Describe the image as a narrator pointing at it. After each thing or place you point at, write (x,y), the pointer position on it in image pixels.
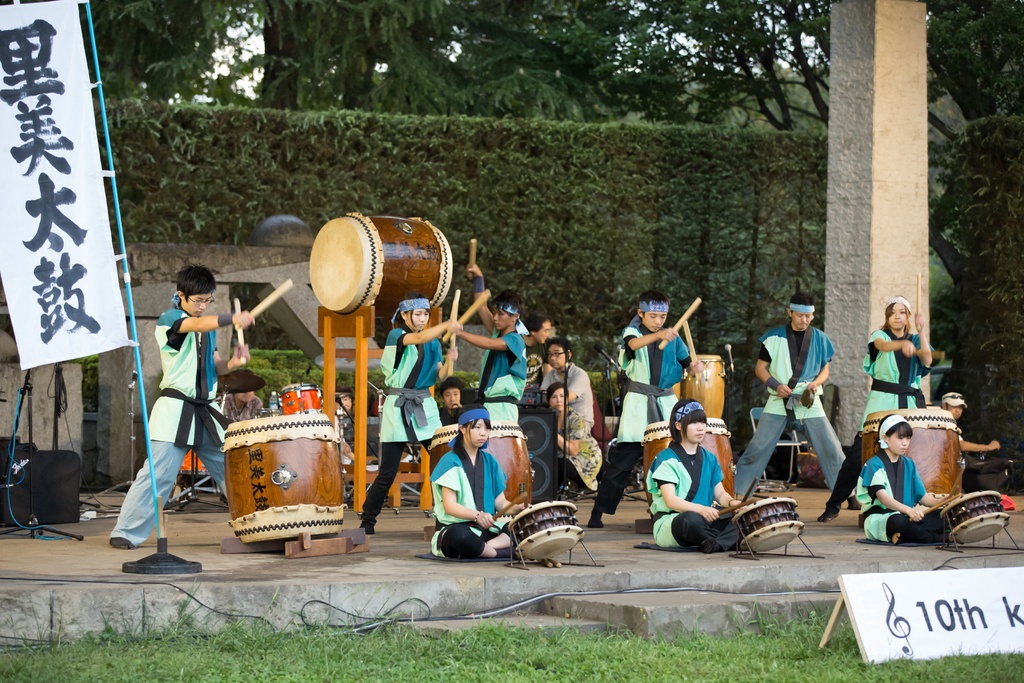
In this image there are group of persons (643,402) who are beating the drums (933,409) and at the background of the image (576,244) there are trees (664,245) and pole (851,231).
